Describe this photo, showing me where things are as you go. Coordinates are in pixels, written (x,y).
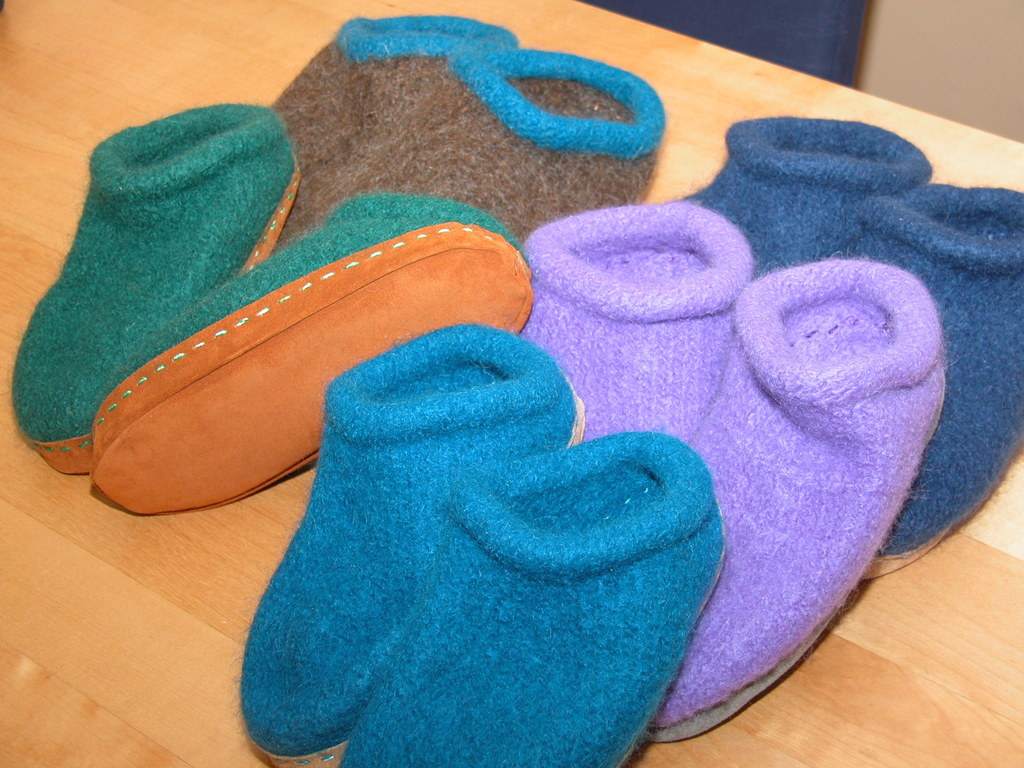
In this image there are few woolen shoes (534,430) on a table (157,632).
